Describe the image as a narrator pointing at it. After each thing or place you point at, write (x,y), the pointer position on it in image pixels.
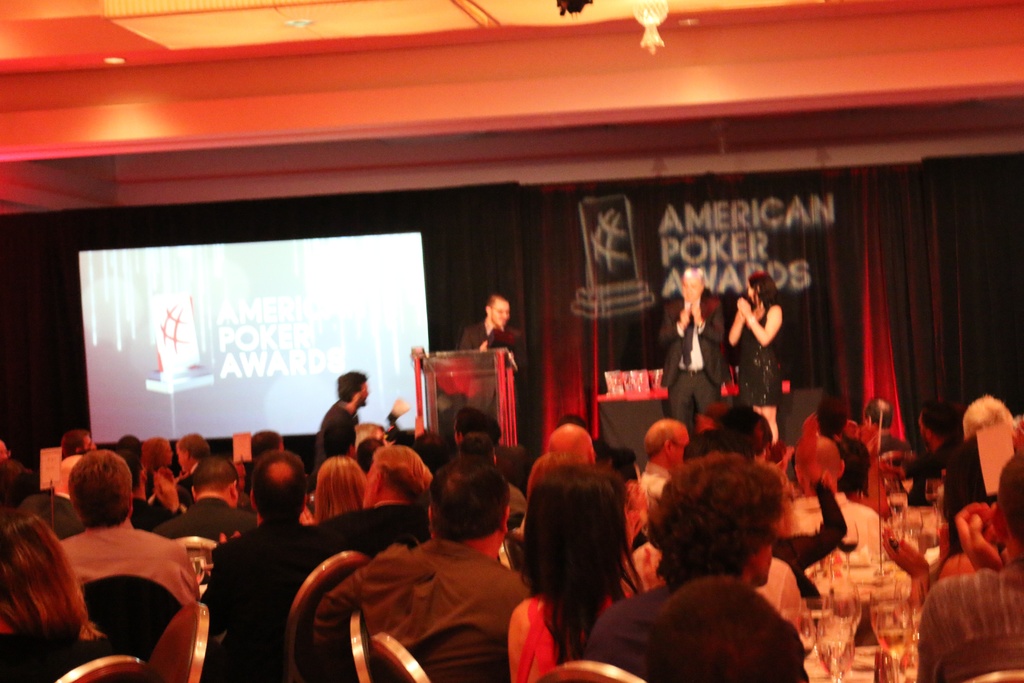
In this picture we can see a group of people (394,566) sitting on the chairs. In front of the people (406,471), there are four persons (690,393) standing and there are curtains (481,299), a podium (465,408), projector screen (323,354) and some objects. At the top of the image (643,32), there are ceiling lights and an object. In the bottom right corner of the image (845,590), there are glasses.
